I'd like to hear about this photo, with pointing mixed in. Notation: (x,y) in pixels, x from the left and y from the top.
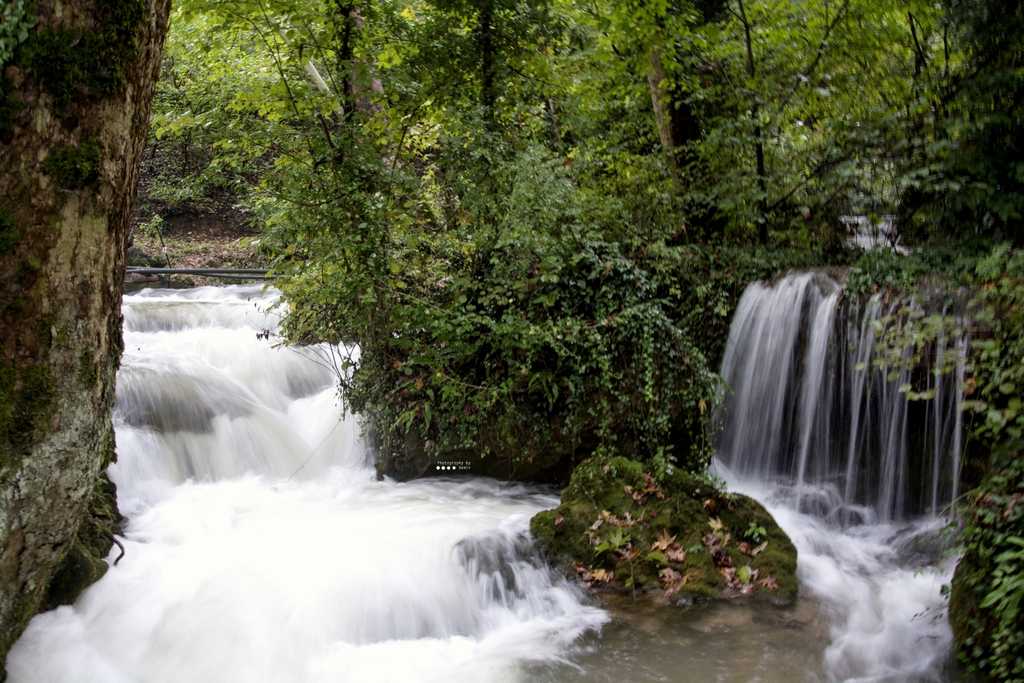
There is a waterfall (225,371) as we can see at the bottom of this image (476,579), and trees (504,207) in the background (597,251).
